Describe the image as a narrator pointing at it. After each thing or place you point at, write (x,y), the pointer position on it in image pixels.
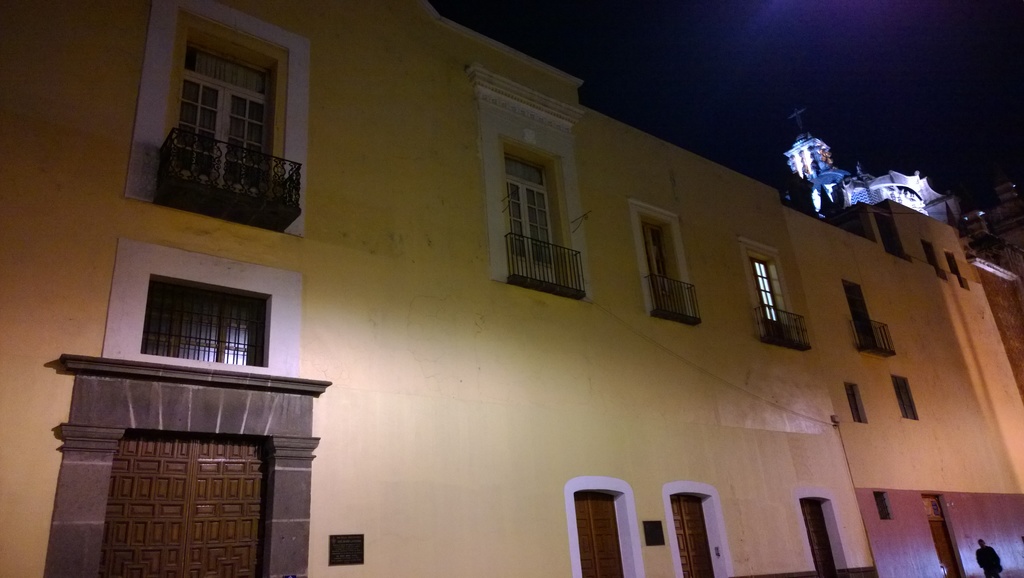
In this picture we can see few buildings (907,284), lights (812,190) and metal rods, at the right bottom of the image (990,551) we can see a person (981,562).
